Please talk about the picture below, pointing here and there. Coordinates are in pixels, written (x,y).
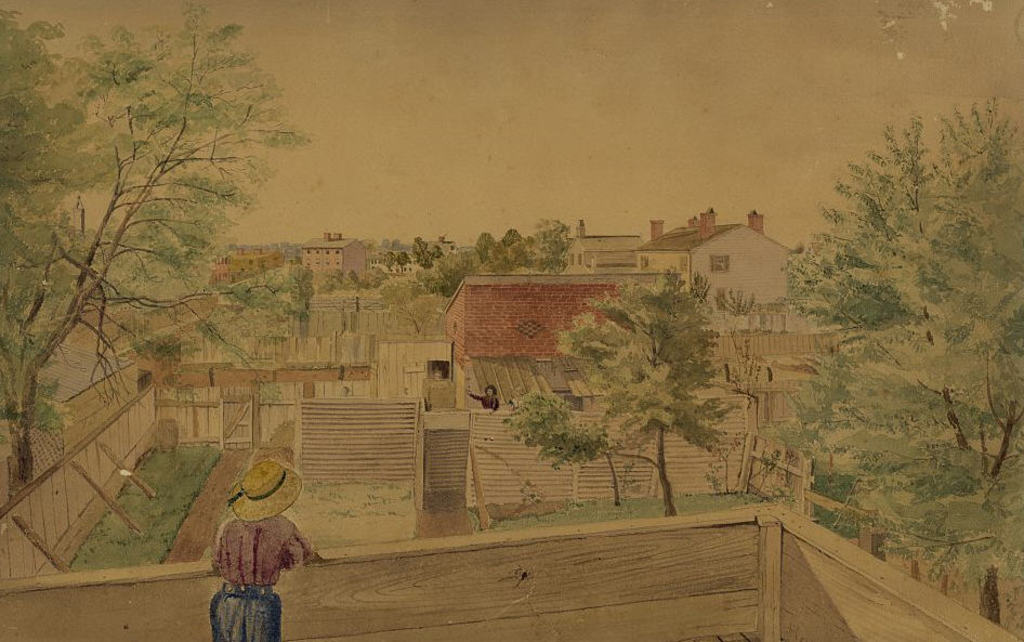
In this image I can see the painting (613,402) in which I can see few persons (279,483) are standing on the buildings (434,396). I can see few stairs (430,450), few trees (566,431) which are green in color and few buildings (269,276). In the background (592,137) I can see the sky (542,116).
